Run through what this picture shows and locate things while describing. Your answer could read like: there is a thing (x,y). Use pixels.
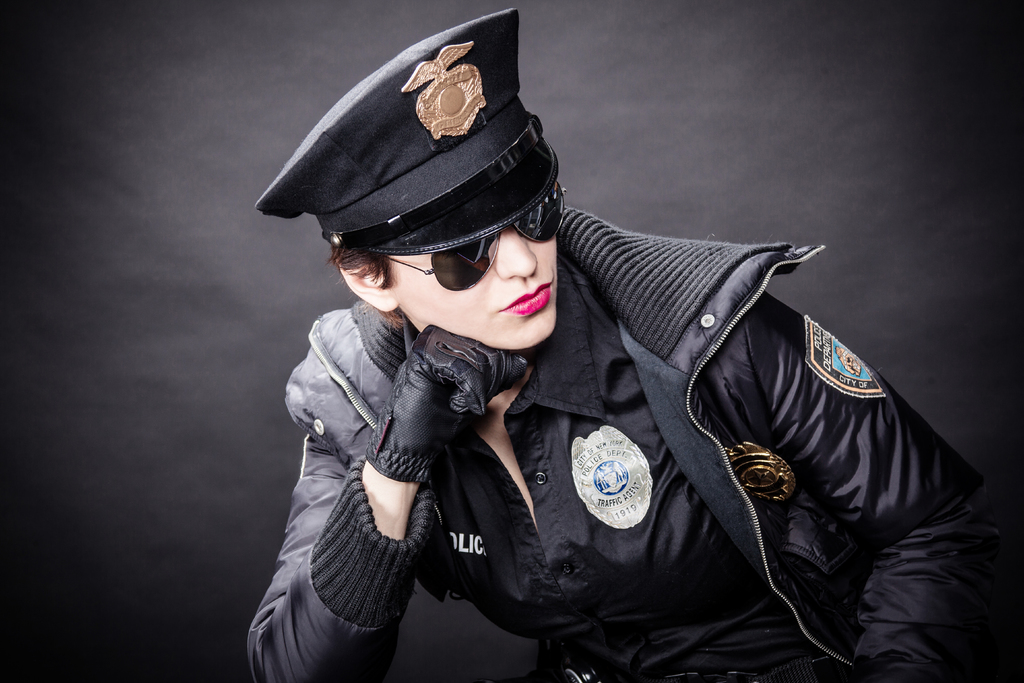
In this picture I can see there is a woman (840,409) sitting, she is wearing a black coat (827,416) and a black shirt (710,544), goggles (528,225) and a cap (465,171), she is wearing gloves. There are a few badges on her coat (814,486) and shirt (493,510). The backdrop (56,353) of the image is black in color.
